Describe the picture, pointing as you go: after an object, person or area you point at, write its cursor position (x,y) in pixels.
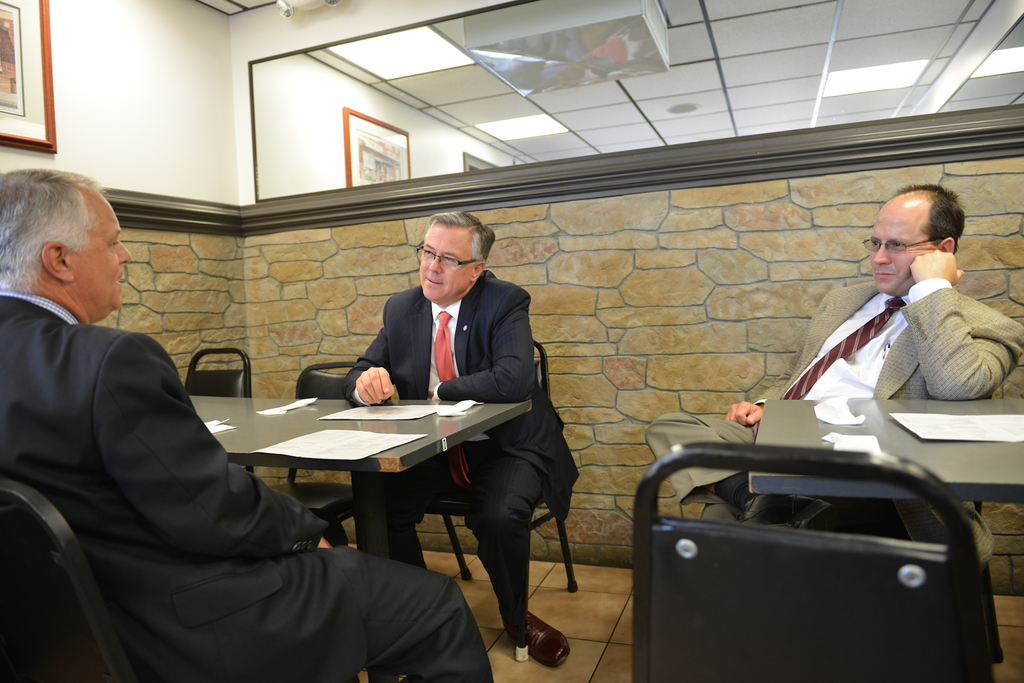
There are three men (205,536) sitting on the chair (75,557). In front of the man (129,472) there is a table (309,414), on the table (296,414) there is a paper (310,451). The frame (30,115) is attached to the wall (103,48) and the mirror (290,160) is also attached to the wall (230,39).
